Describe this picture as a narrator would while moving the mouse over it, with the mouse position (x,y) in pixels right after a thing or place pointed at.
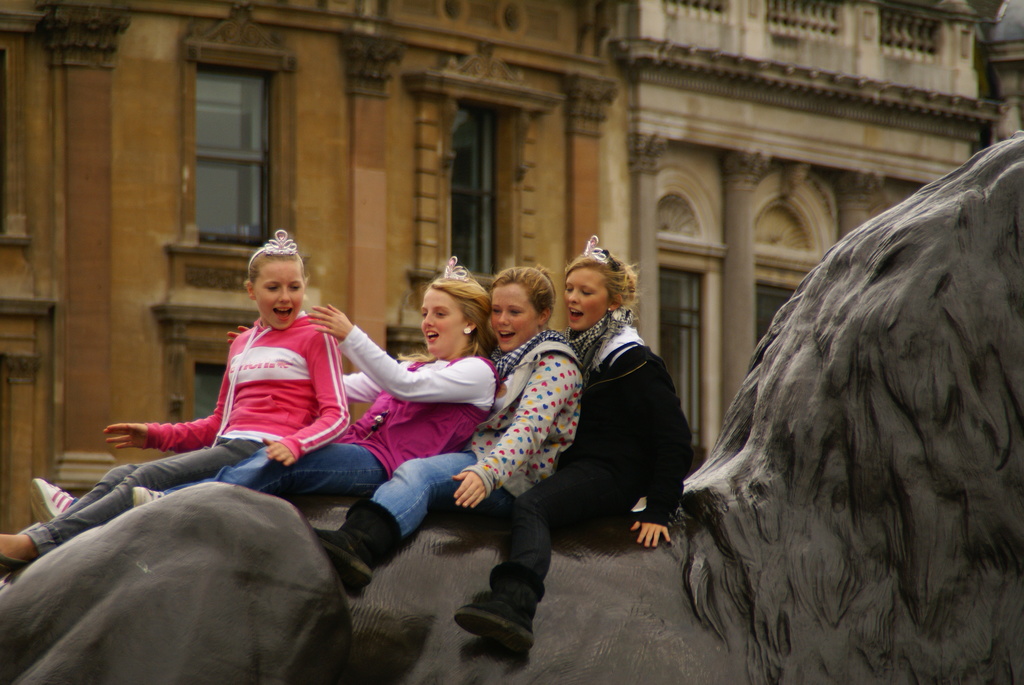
In this picture we can see 4 women (652,533) sitting on a black statue (234,664) and smiling.
